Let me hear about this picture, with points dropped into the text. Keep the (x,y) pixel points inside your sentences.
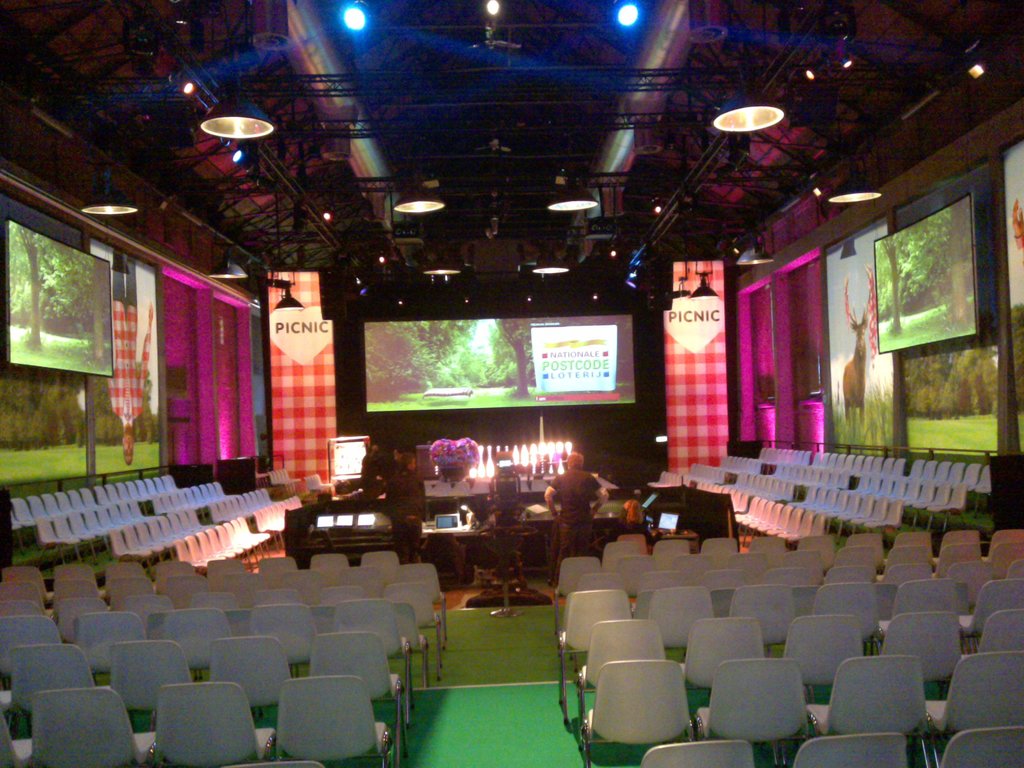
In this image I can see the chairs (640,610) which are in white color. In-front of the chairs (575,607) there are few people (557,483) standing. In the back (518,382) there are lights (473,479) and I can see the screen (513,398). To the left (81,410) there are many boards (130,437) and screens (51,351). I can also see the boards (282,381) and name picnic is written. In the top (407,168) I can see the lights (255,135) and the roof (464,101).
